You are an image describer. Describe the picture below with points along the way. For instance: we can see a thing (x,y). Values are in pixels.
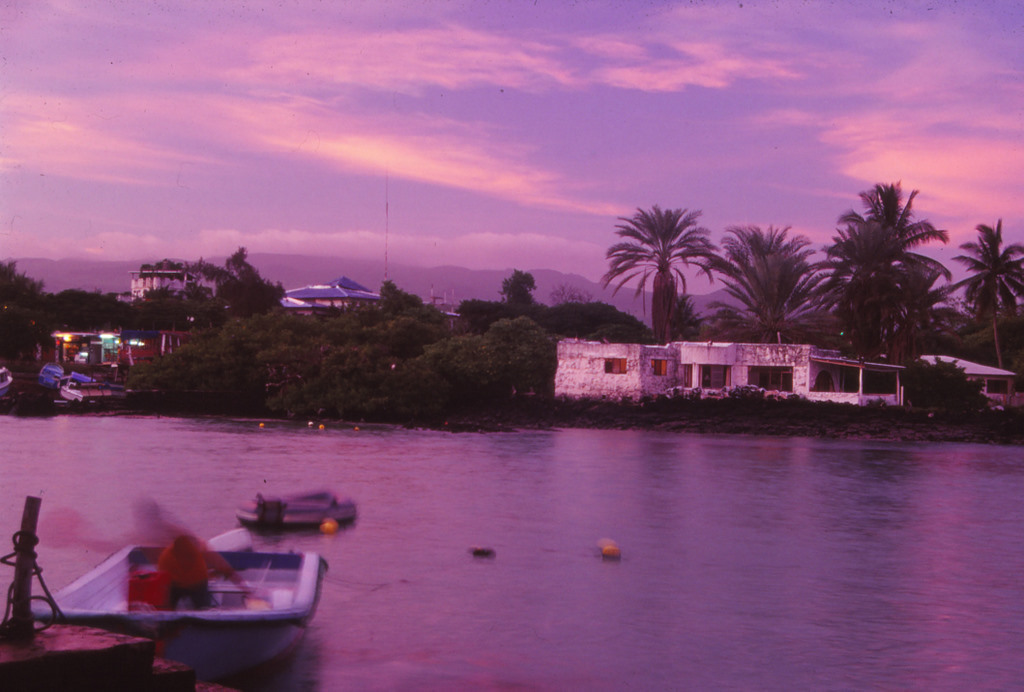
In this image we can see some boats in a water (95,430) and some other objects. We can see some trees (439,343) and buildings (751,357) and the sky (741,144) with clouds (851,158).
